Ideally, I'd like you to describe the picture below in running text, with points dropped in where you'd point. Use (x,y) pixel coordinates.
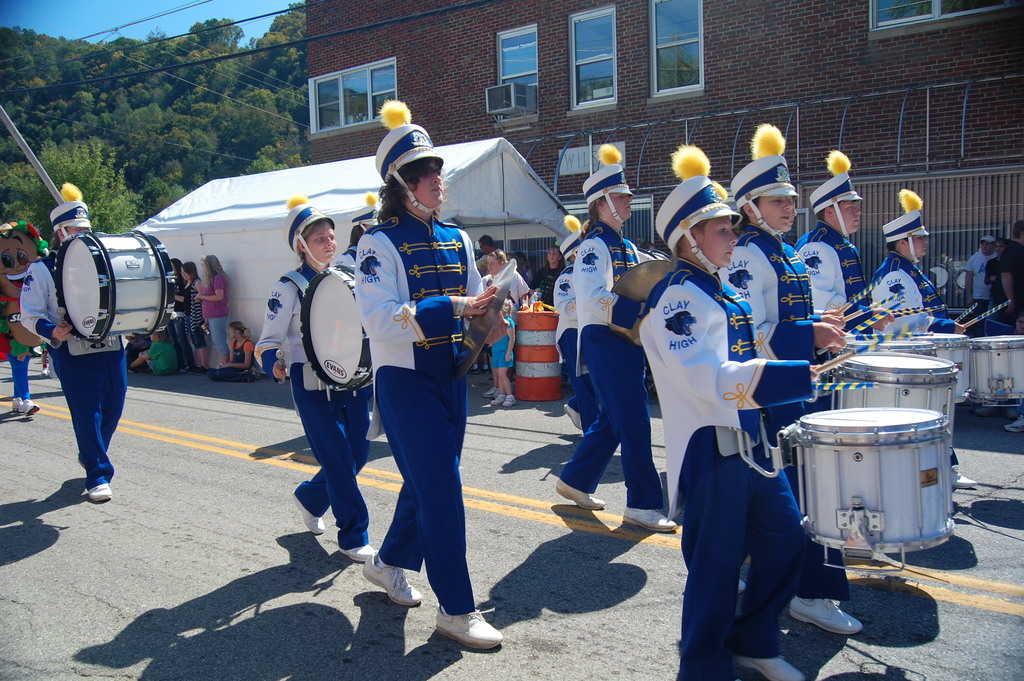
This picture describes about group of people (412,335), few people (425,424) wore caps (766,178) and they are playing drums (913,375), in the background (256,223) we can see a tent (337,177), fence (920,174), few cables (224,56) and a building (559,57), and also we can see few trees (96,109).
